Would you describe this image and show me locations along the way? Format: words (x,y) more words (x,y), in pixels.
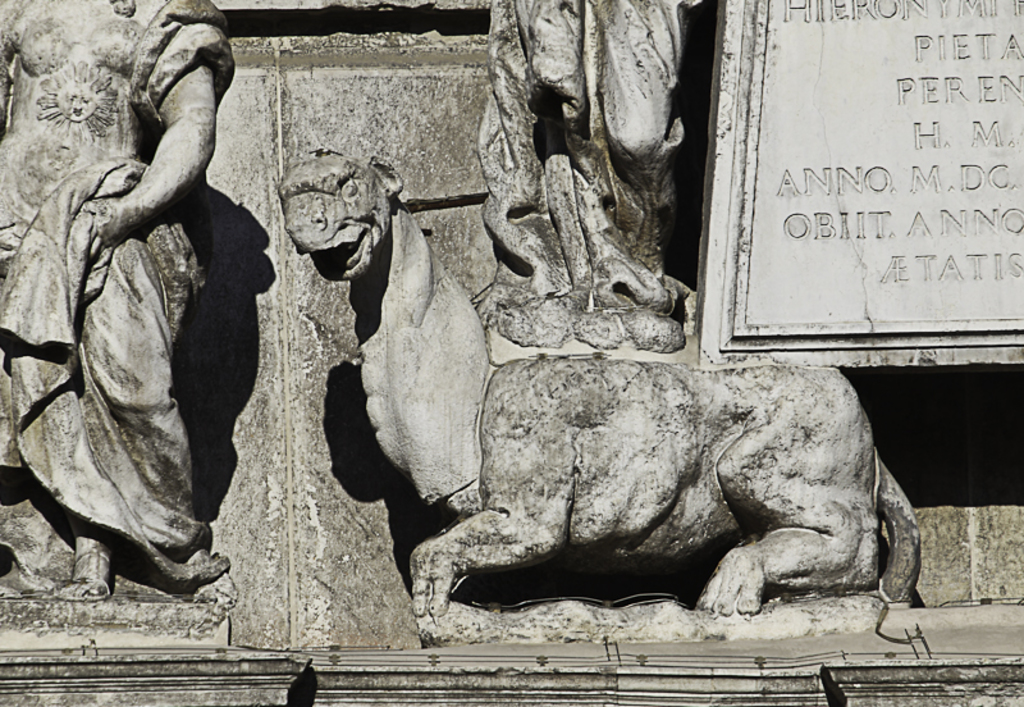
In this picture, there are statues (499,352) towards the left (71,349). Towards the right (784,90), there is a board (929,271) and some text (983,202) engraved on it.
